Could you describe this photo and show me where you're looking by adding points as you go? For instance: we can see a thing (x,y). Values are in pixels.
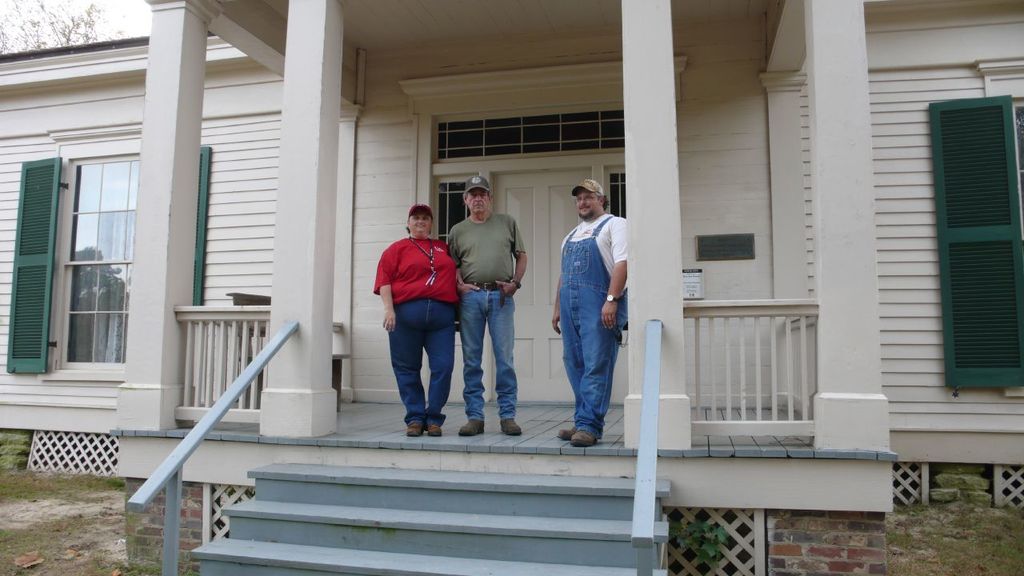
In this image there are three person (609,329) standing at middle of this image (610,319). The right side person (607,283) is wearing white color t shirt (611,259) and blue color jeans (583,304) and there is a person (505,236) in middle side (490,256) wearing a cap (471,187) and left side person (431,286) is wearing red color t shirt (417,274) and jeans (409,370) and there is a building (275,168) in the background (682,306). There is a window (103,216) at left side of this image (118,264) and right side of this image (956,248) as well. There is a tree (47,33) at top left corner of this image (85,43).
